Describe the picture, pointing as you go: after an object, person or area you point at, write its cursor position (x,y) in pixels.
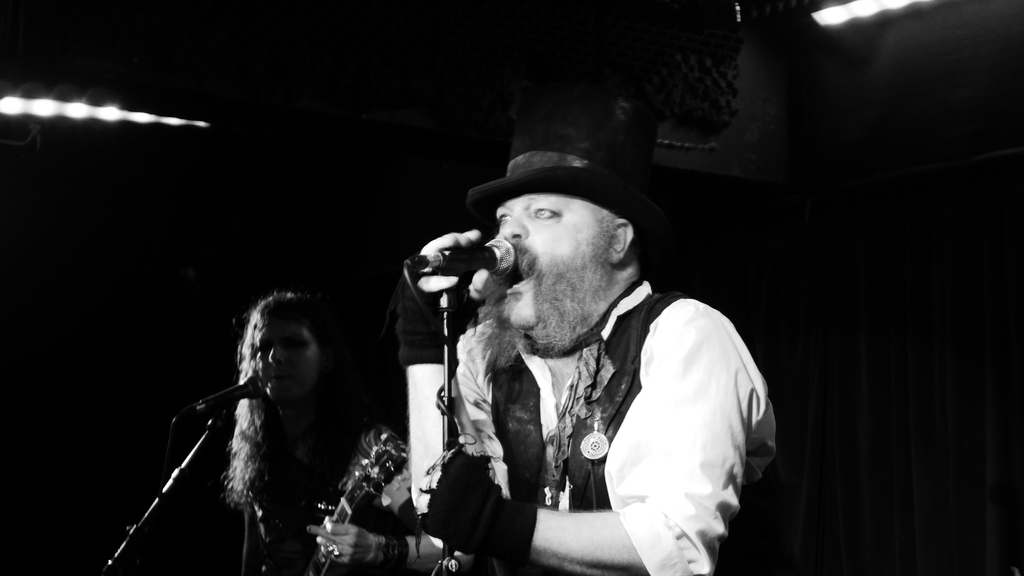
In this image person (678,573) at the middle (504,237) is singing and holding a mike (490,266) in his hand (441,246), is wearing a cap (541,156) on his head (569,247). Person (410,551) at the left side of image (305,553) is holding a guitar (380,462) and having a mike (250,386) before him. There are few lights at the left side of the image (183,119).
